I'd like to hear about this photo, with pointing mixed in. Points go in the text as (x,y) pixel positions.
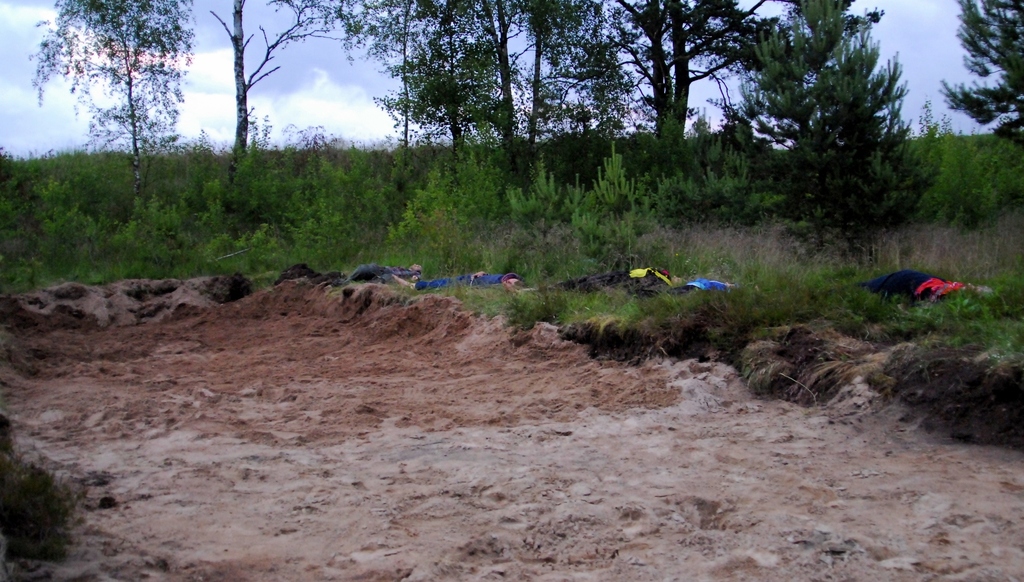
In this image in front (526,404) there is sand (518,422). There are some objects (899,288) on the grass (863,307). In the background of the image (616,243) there are plants (550,203), trees (545,92) and sky (332,80).
